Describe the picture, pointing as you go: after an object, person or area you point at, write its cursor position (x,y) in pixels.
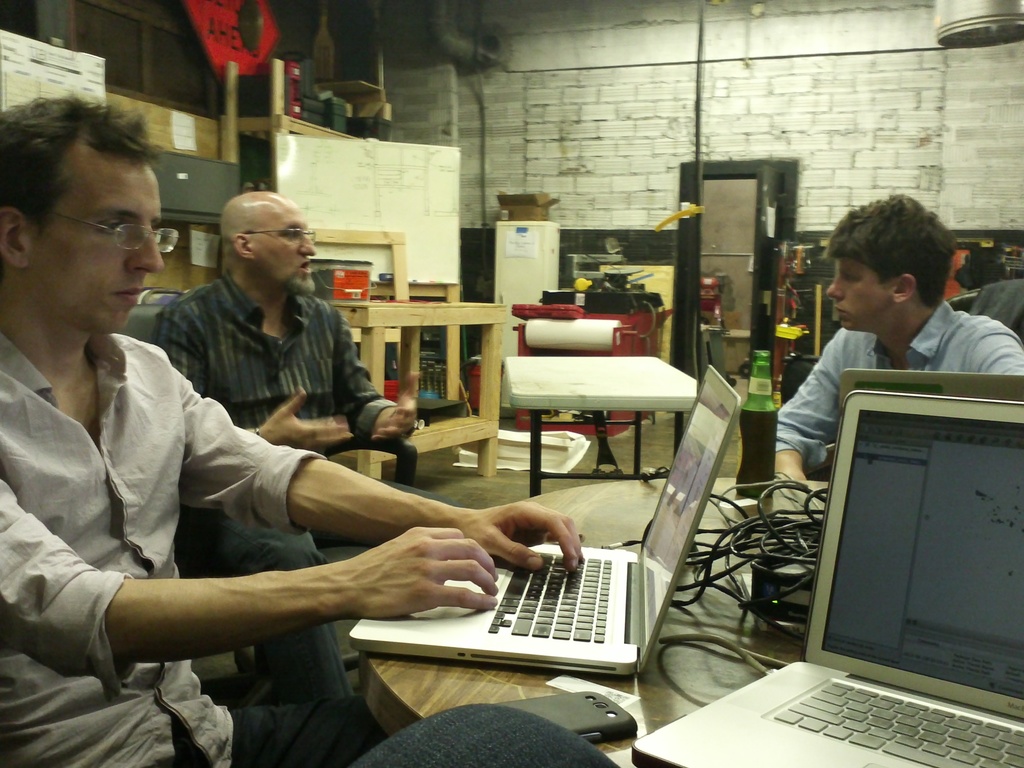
In this image there is a table (737,559) on which laptops (857,601) are there and some peoples (806,464) are sitting on the chair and there are some tables (676,382) which is in cream color and there is a wall (972,171) which is in white color.
